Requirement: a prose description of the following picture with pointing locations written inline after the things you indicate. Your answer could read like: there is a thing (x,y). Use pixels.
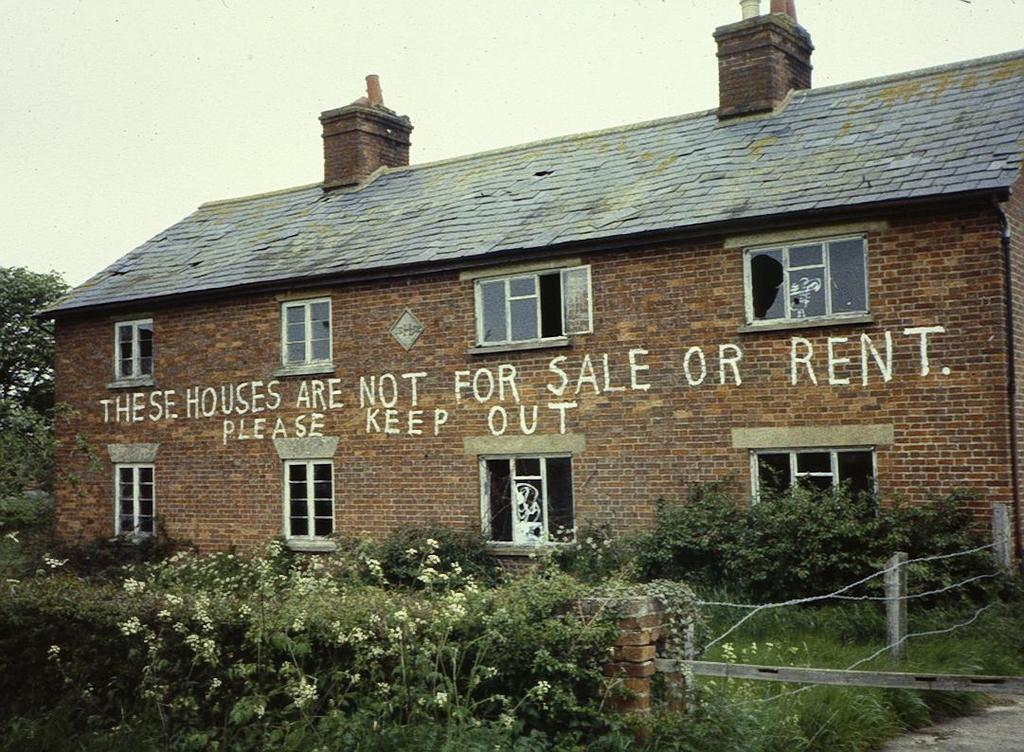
It is the picture of a building (490,299) and on the building (381,371) there is a white color written text (864,352). Image also consists of trees (11,447) and also plants (419,662). At the top (280,42) there is sky (213,97).
